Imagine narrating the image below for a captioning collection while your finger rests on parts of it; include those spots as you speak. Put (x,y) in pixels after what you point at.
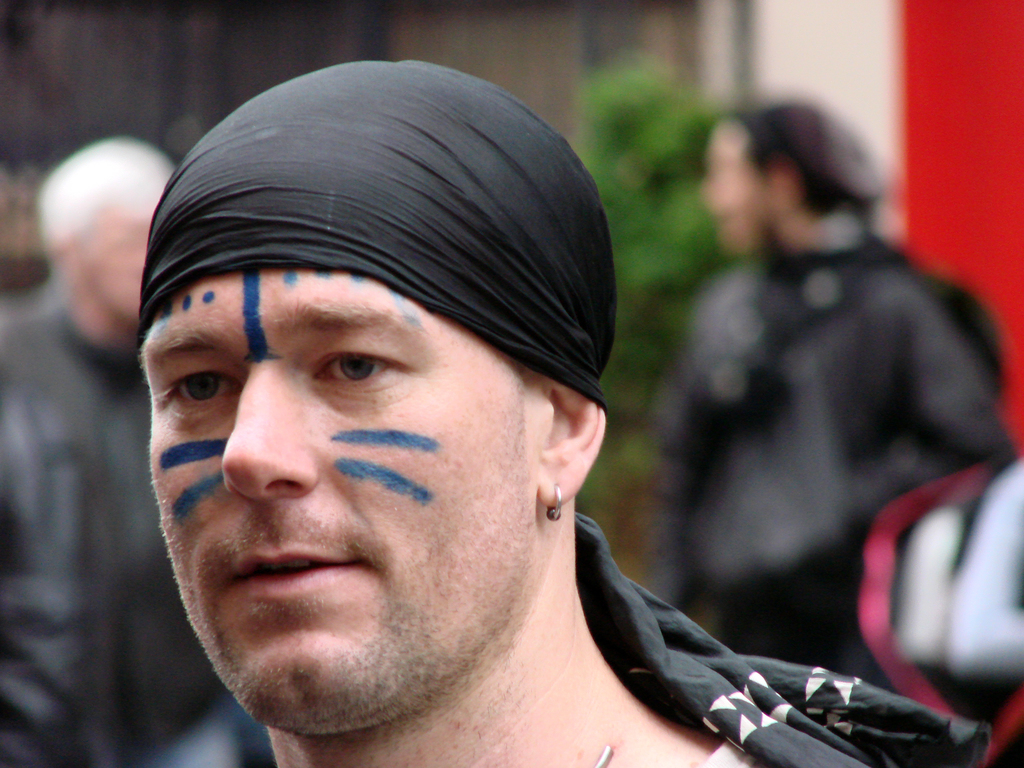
In this image we can see few people (600,289). There is a red color object (982,108) at the right side of the image (981,123). There is a wall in the image. There is a plant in the image. A person (471,363) is painted on his face (389,413) in the image.
